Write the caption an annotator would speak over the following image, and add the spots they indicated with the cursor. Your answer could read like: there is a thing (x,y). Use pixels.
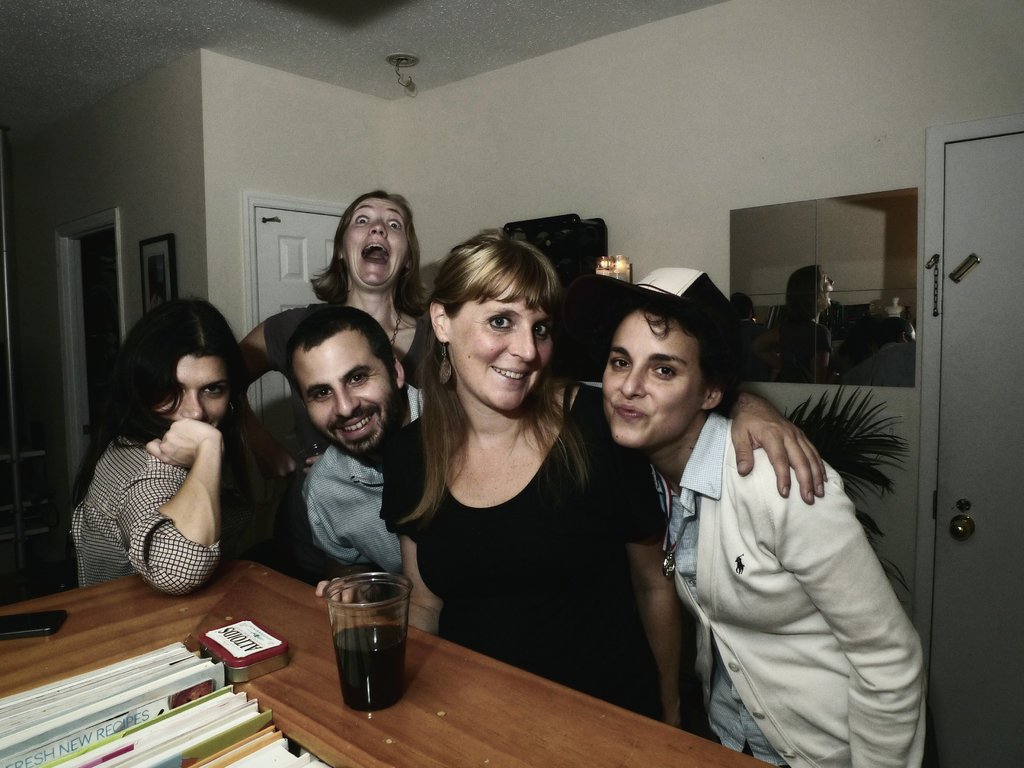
This picture is taken inside the room (372,449). In this image, in the middle (342,470), we can see a group of people (546,380) are standing in front of the table (523,723). On that table (516,727), we can see a glass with some drink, books (157,661), box (278,655) and a mobile (60,616). On the right side of the image (976,365), we can see a door (985,650) which is closed. On the right side (841,429), we can see a plant (836,457), we can also see a frame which is attached to a wall (895,571). In the background (299,223), we can see a door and a photo frame (160,301) which is attached to a wall (203,270). At the top (444,21), we can see a roof (371,20).
